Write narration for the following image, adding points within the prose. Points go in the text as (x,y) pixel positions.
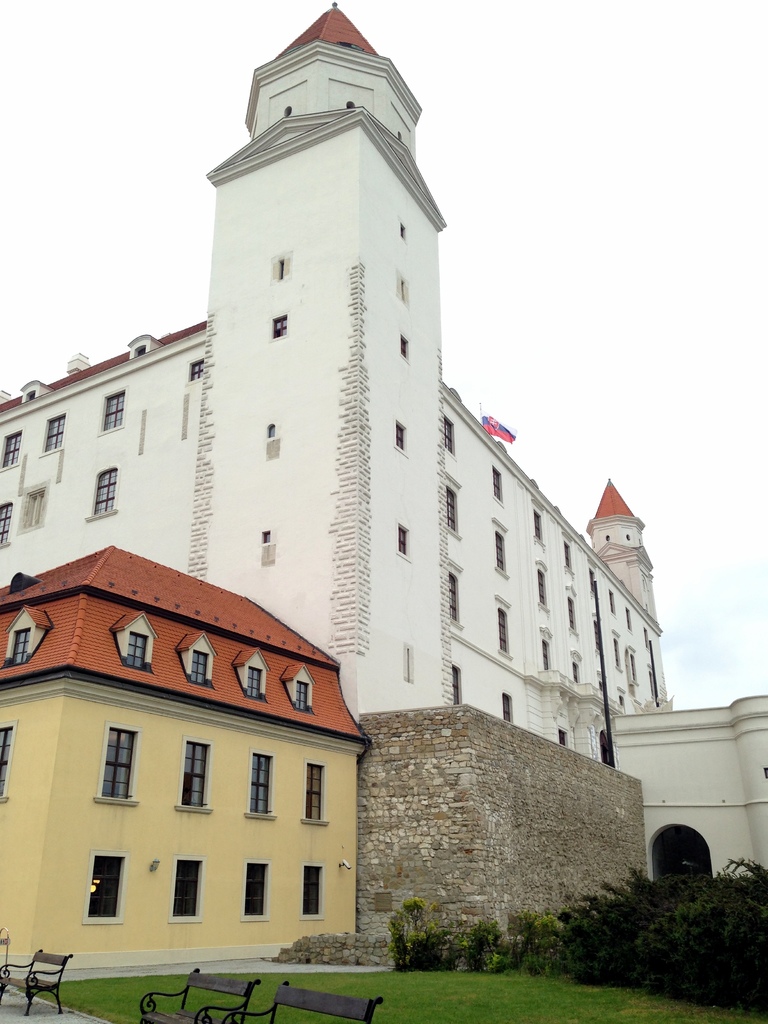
In this image there are some buildings (397,761) in the middle of this image (353,556). There are some trees (582,938) in the bottom right corner of this image (627,961) and there are some benches (65,964) on the bottom left corner of this image (234,992). There is a sky (501,169) on the top of this image (602,258).
